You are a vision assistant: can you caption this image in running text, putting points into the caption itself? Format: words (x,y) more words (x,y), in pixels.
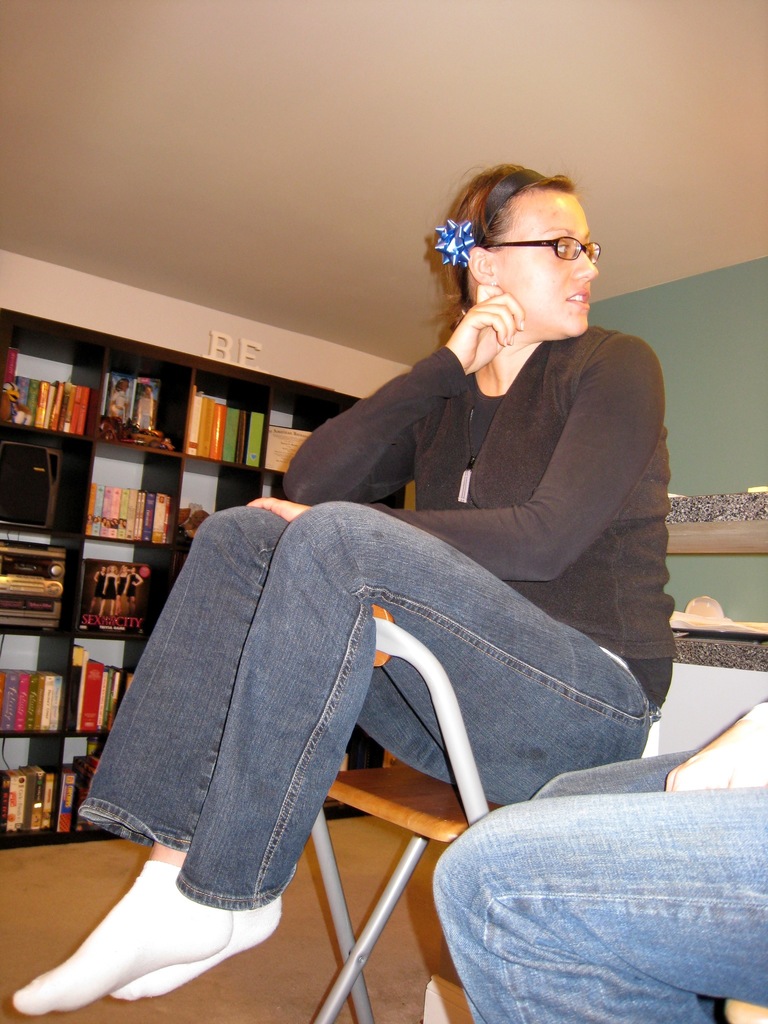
There is a room (620,721). There are two persons (620,701) sitting on chairs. In the center (416,371) we have a woman (422,438). She is wearing a spectacle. There is a cupboard (19,337). There is a number of books (165,525) on a cupboard (347,405). We can see in background (280,289) white color roof (416,177) and board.
